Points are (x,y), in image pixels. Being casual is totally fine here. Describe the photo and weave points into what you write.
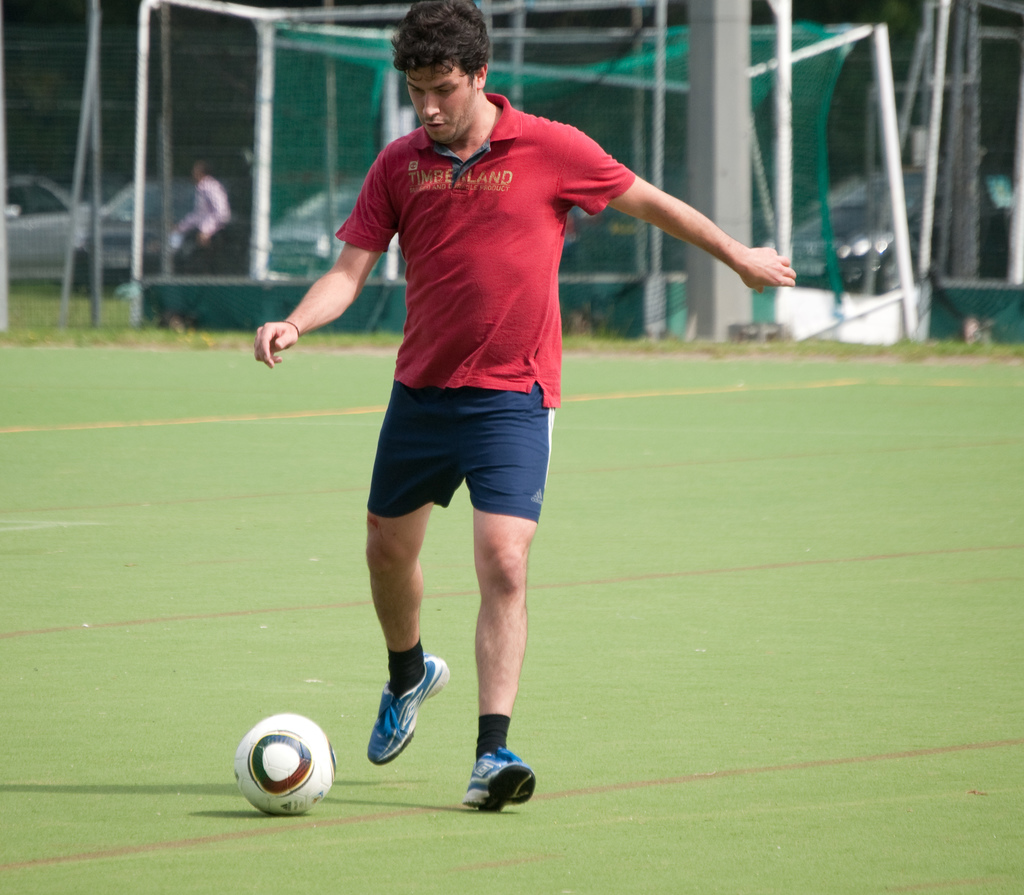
In this picture there is a person (426,328) walking. At the back (190,197) there is a person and there are cars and there is a fence (124,148). At the bottom (875,630) there is grass (637,882) and there is a ball (278,731).
